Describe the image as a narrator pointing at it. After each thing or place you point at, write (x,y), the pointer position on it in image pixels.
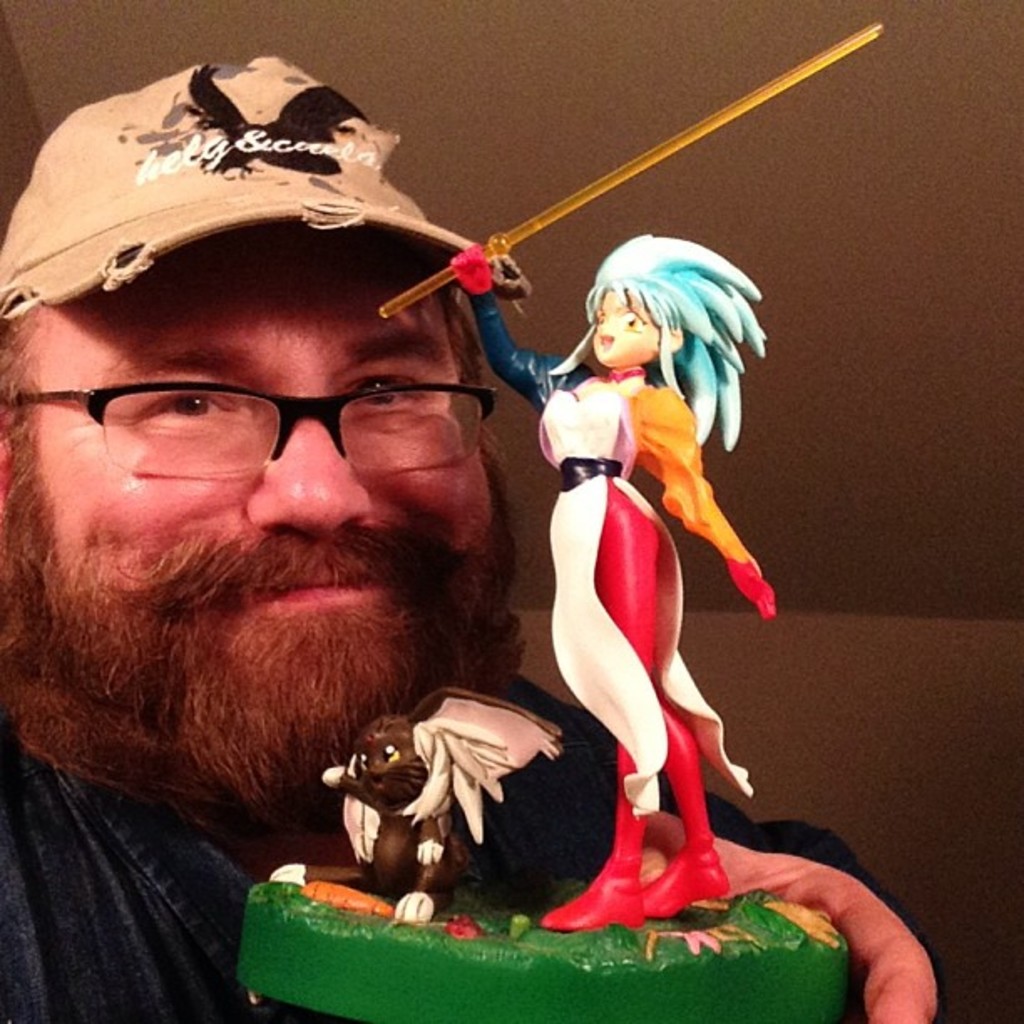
In this image I can see a man (247,692) holding a toy (689,885), he is wearing a cap (159,131) and spectacles (248,418).
